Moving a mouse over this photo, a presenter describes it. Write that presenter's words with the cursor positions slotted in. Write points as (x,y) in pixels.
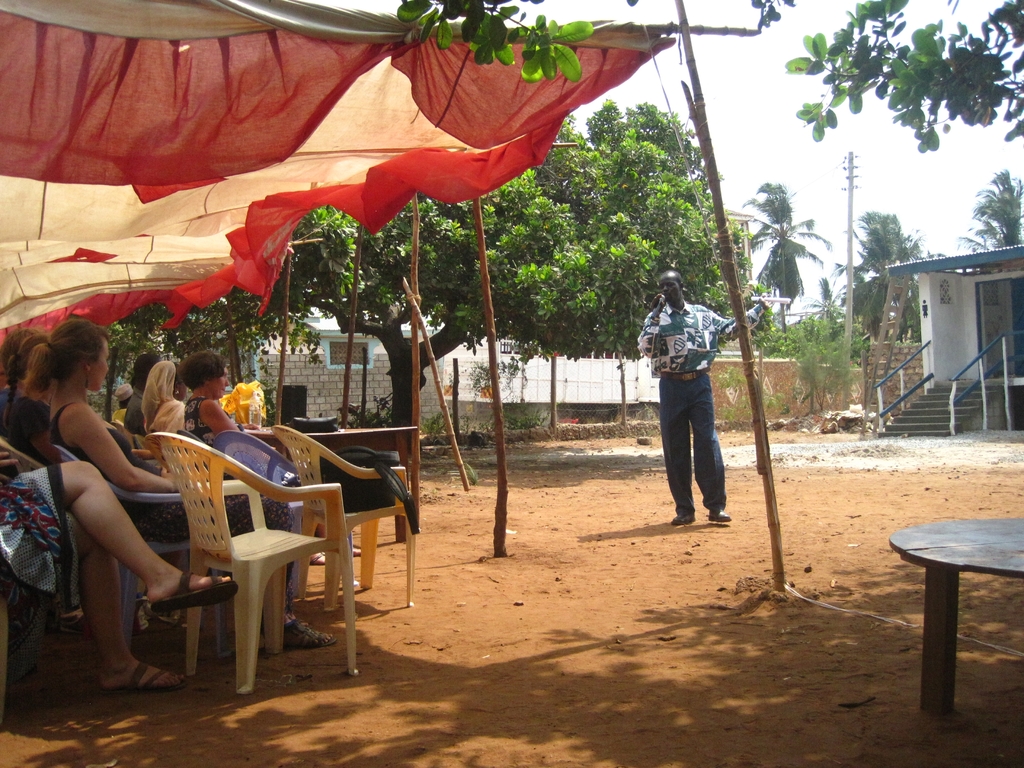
In this image there are group of people (15,363) those who are sitting on the chairs (190,554) under a tent (575,106) and there is a person (757,312) who is standing at the center of the image (681,510) and there is a mic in his hand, it seems he is explaining something and there are some trees (496,237) around the area of the image and there is a building (362,348) at the left side of the image (255,359), it is observed at the right side of the image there are stairs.
